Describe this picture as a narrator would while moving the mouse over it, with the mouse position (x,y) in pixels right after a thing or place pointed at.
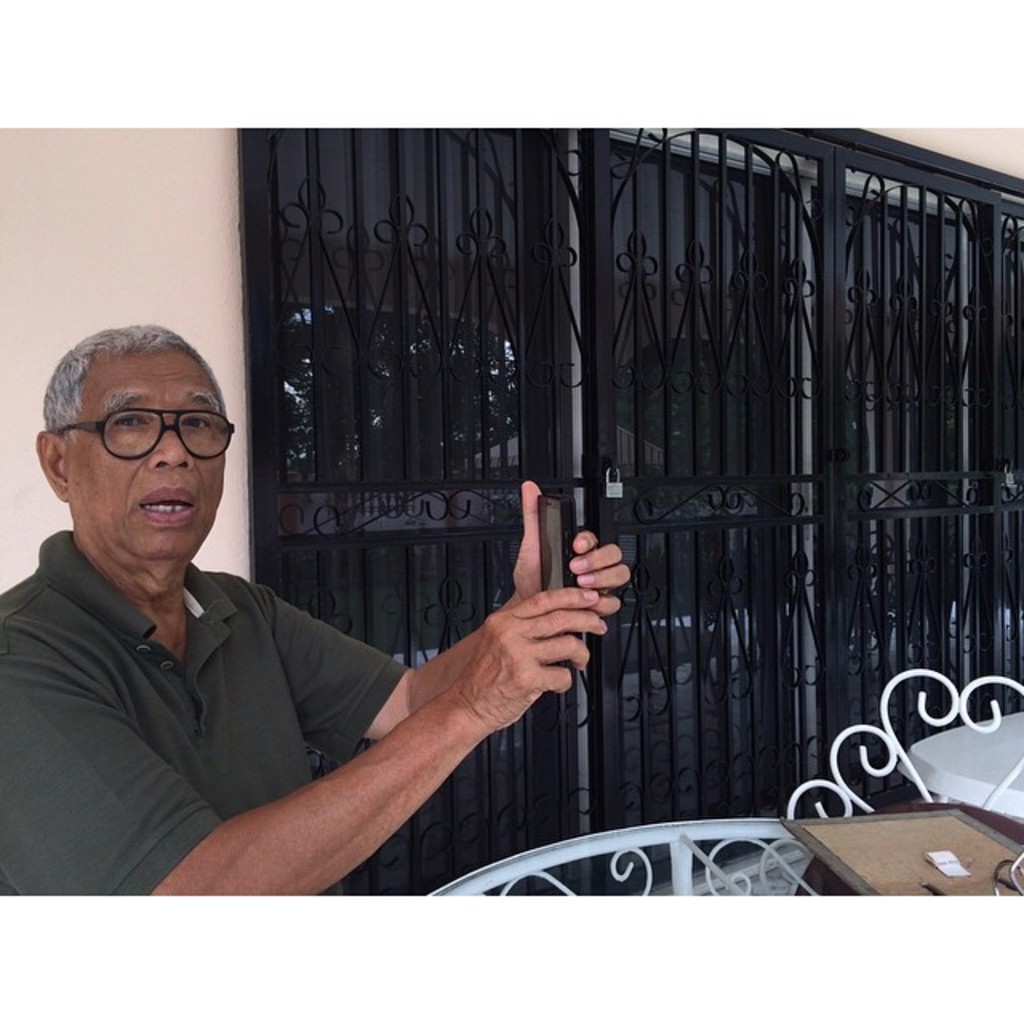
In this picture I can see a man (527,679) holding a mobile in his hand (582,533) and he wore spectacles (187,447) and I can see a table (972,773) and a metal grill (735,495) to the glass door (707,400) and I can see a lock (618,488).
